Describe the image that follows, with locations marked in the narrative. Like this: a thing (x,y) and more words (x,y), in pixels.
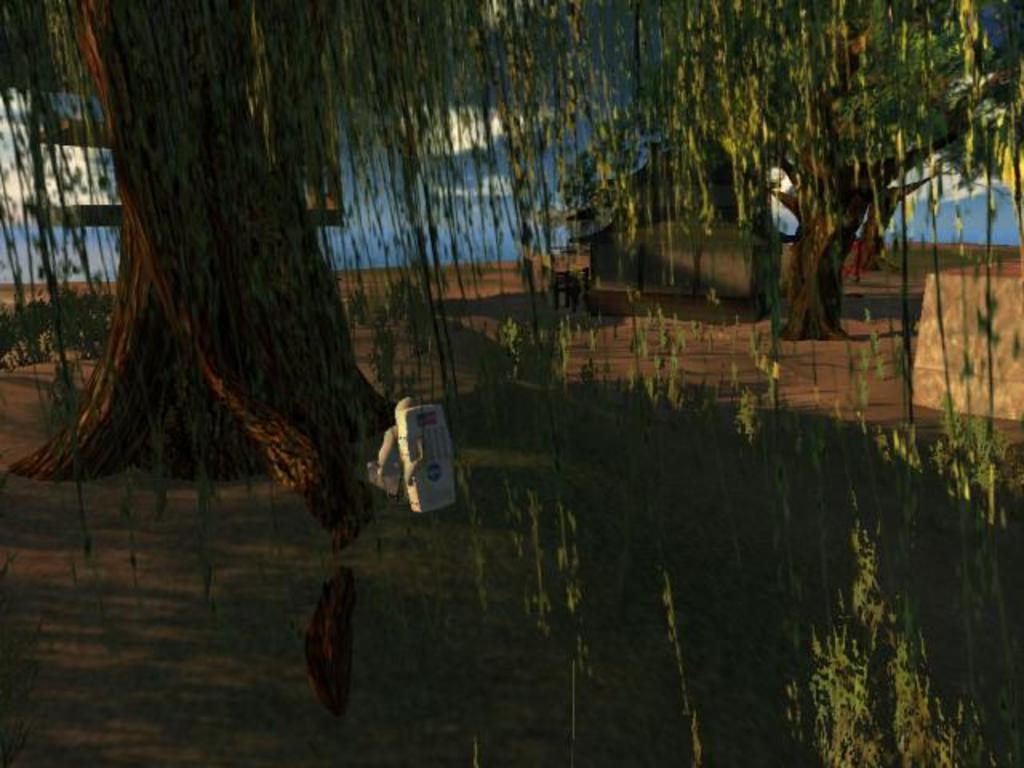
This is an animated image where we can see a machine (441,453) and trees (875,243).
